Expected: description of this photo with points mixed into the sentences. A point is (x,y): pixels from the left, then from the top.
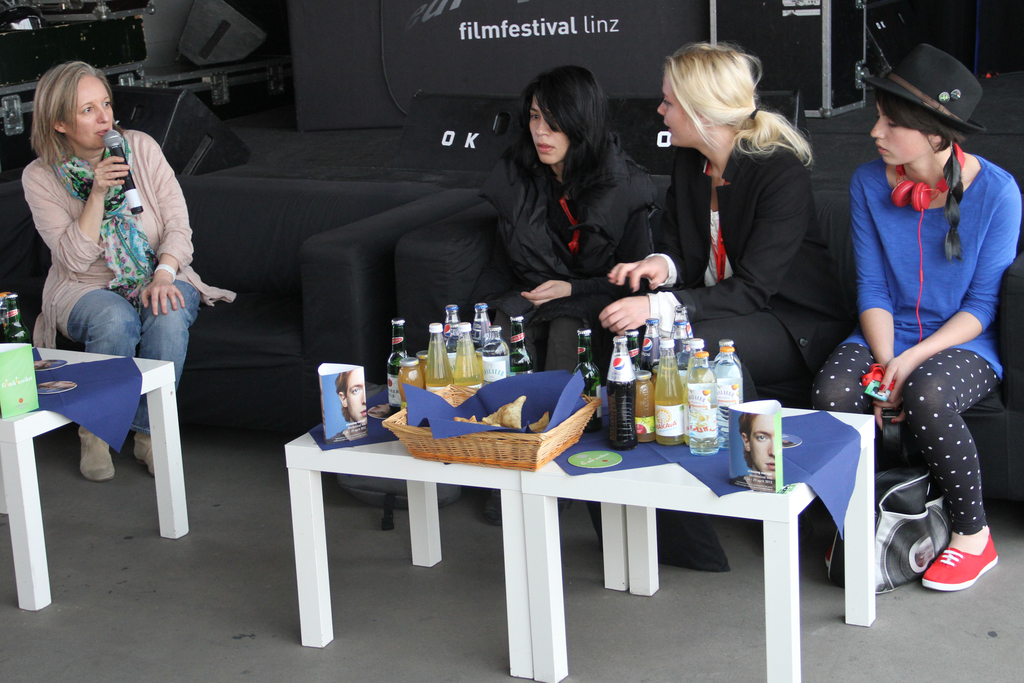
In this picture we have 3 persons (780,334) sitting in the couch (975,423), near the table (868,449) and in table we have bottles (712,428), tray (485,447), paper (438,421), food (541,422) and in the back ground (228,186) we have another couch (213,189), another person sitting in the couch (202,383) near the table (29,495).
